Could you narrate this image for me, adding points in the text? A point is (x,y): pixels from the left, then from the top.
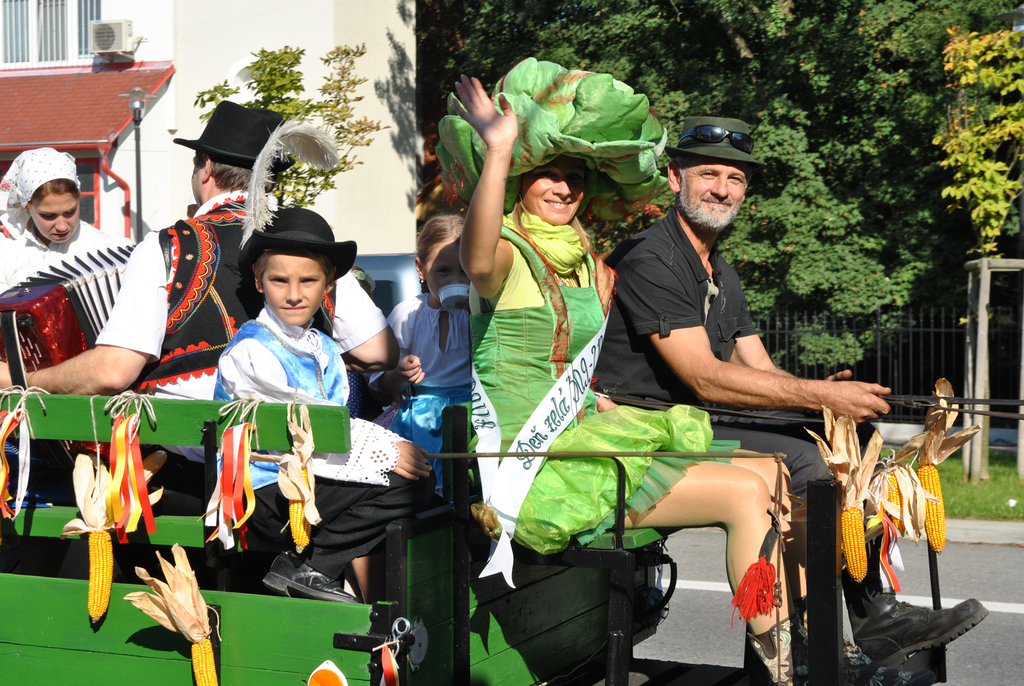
In the foreground of the picture (226,368) there is a vehicle (16,612), in the vehicle (0,602) there are kids (342,274), men (248,271) and women (605,310) with different costumes (36,459). To the vehicle (105,623) there are ribbons (25,438) and corn (901,495). In the background (756,34) there are trees (450,57), air conditioner (116,47) and building (258,30).
